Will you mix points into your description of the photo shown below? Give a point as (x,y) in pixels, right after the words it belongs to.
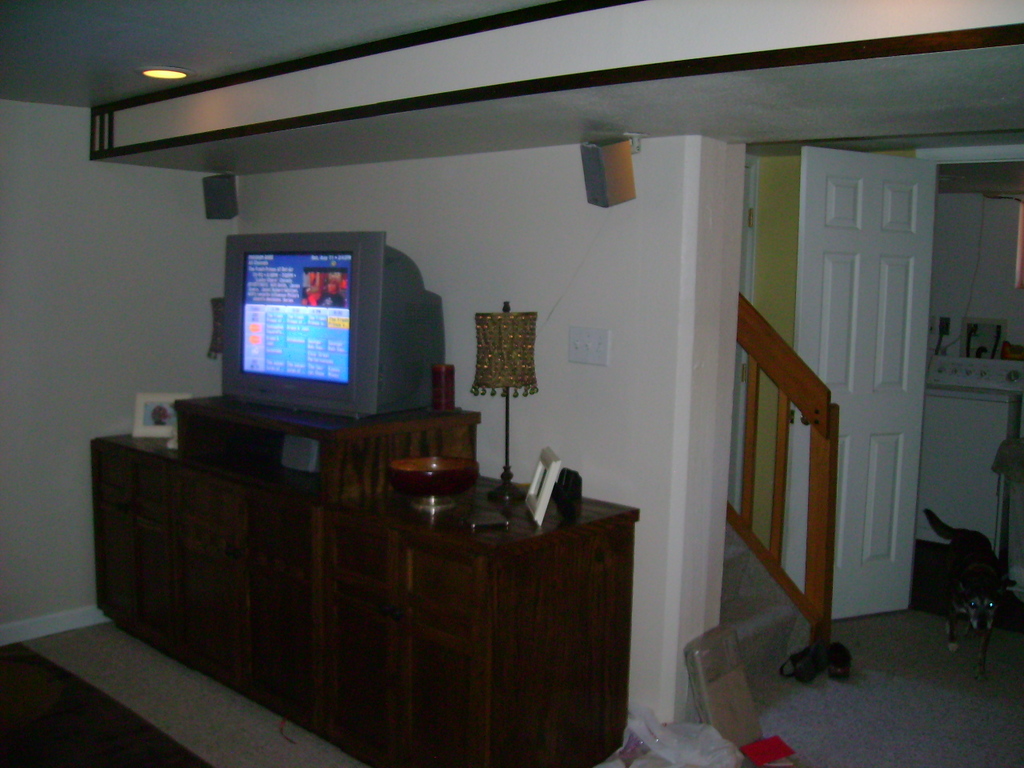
In this image we can see a living room (437,561) with a table (361,606) containing a television (237,397), photo frame (167,426), lamp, bowl (422,466) and a cellphone (471,518) on it. On the backside (141,359) we can see a wall (135,297), speakers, roof (144,144) and ceiling lights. On the right side (859,360) we can see a dog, door (881,556), stairs (815,627), shoes (793,661) and a box (729,708) on the floor (851,708).
